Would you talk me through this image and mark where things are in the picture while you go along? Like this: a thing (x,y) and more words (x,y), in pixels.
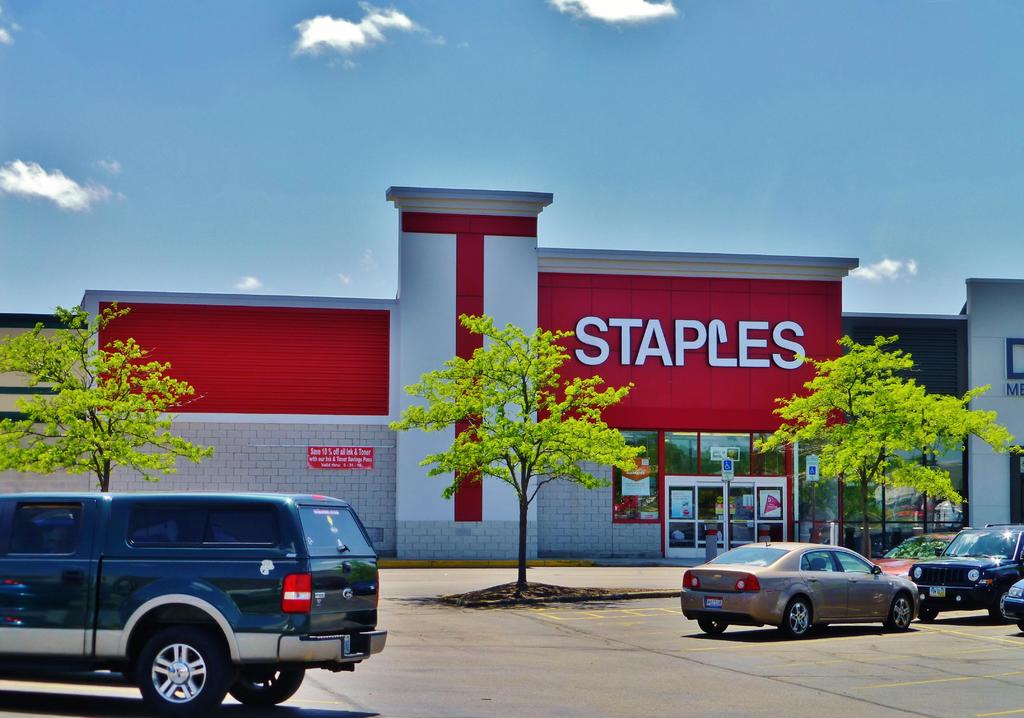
In this image in the center (478,466) there are cars (1015,598) on road (383,615) and there are trees (906,405). In the background (676,485) there are buildings (702,397) and on the building (697,396) there is some text (642,361) written on it and the sky (477,163) is cloudy.
